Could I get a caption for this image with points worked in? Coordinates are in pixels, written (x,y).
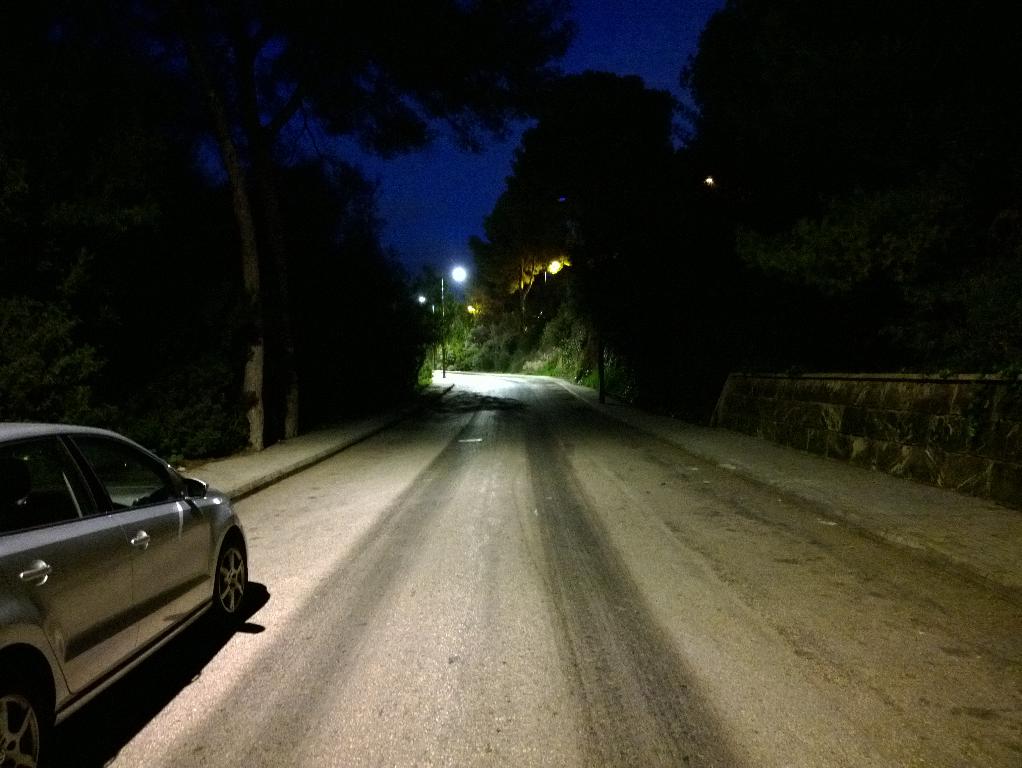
In this image we can see a car (31,453) on the road (518,430) and to the side there is a pavement (1011,565) and we can see some trees (727,245). We can see some street lights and there is a wall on the right side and at the top (578,50) we can see the sky (456,234).
